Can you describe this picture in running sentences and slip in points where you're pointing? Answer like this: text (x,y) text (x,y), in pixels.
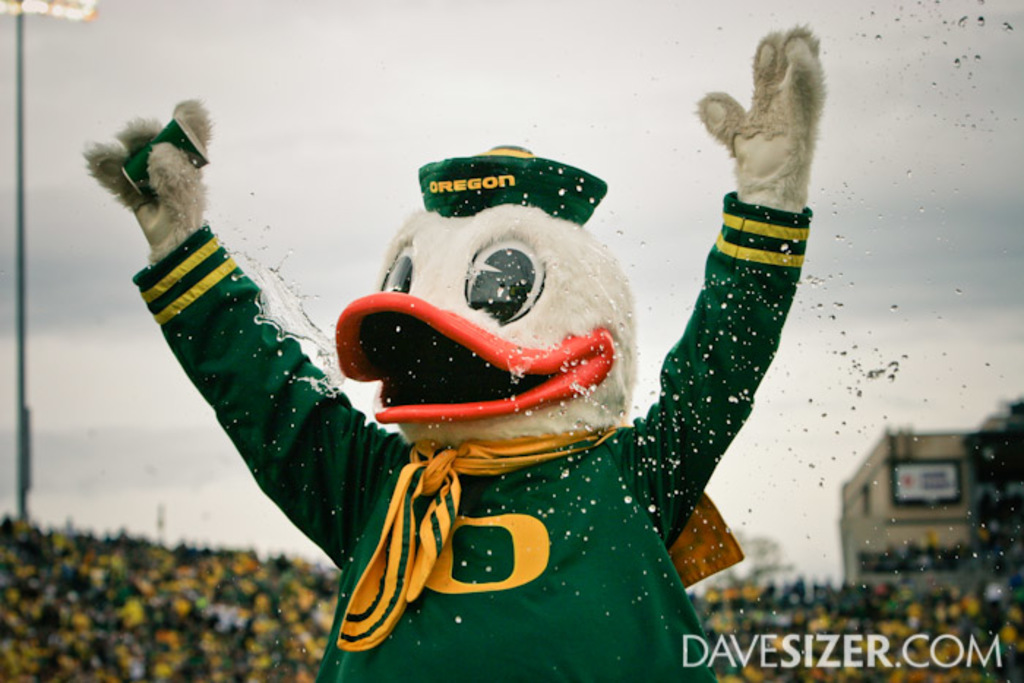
In this image we can see a human (500,291) is wearing a costume (531,280). In the background (45,575), we can see so many people (199,594) and the sky (391,111). There is a building (860,485) and tree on the right side of the image (1005,486). We can see a pole (20,306) on the left side of the image (20,319). There is a watermark (863,664) in the right bottom of the image (982,648).
